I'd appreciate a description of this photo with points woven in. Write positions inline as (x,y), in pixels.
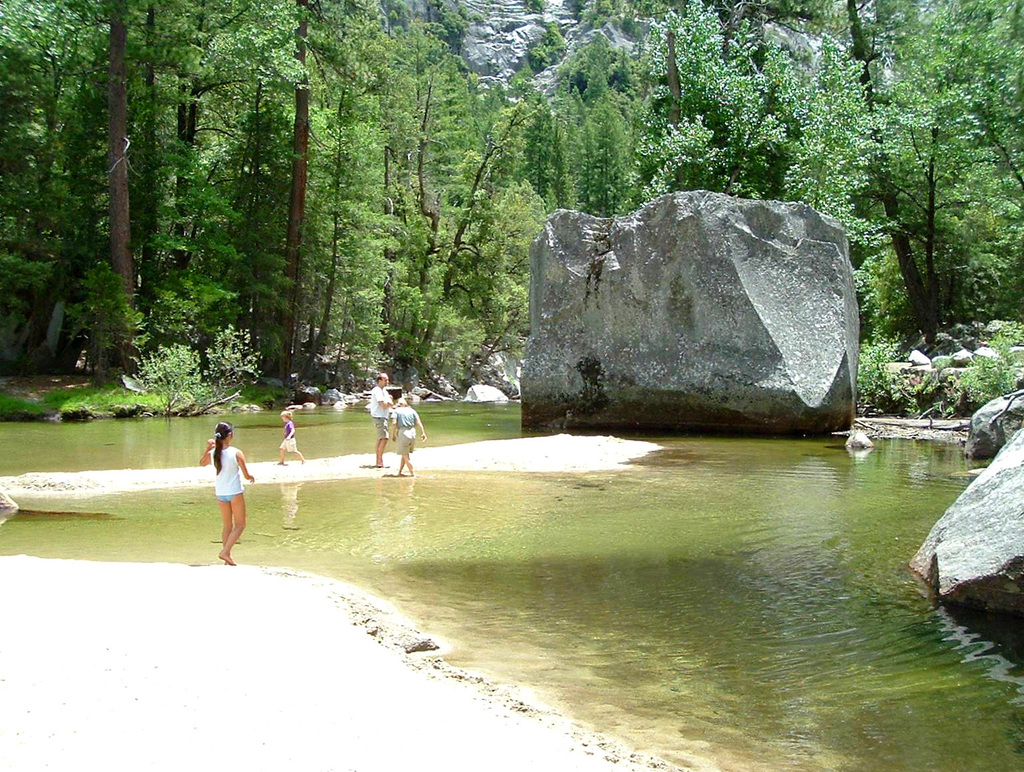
In this picture we can see three people (378,454) are standing and a child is walking on the path (302,469). There is water (592,559). We can see few rocks (581,290) and trees (562,88) in the background (677,64).
